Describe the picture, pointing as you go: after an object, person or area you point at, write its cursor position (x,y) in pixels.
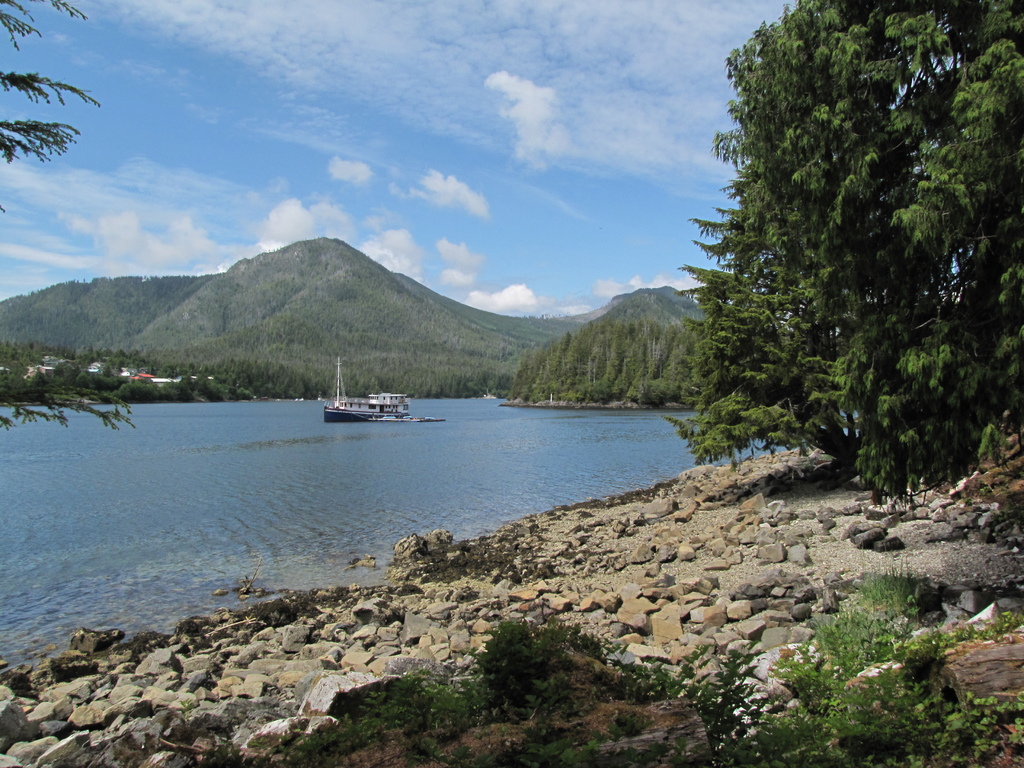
We can see plants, stones (752,621), trees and ship (354,412) above the water (331,444). In the background (527,381) we can see trees (628,393), hills (328,294) and sky (374,241) with clouds (135,237).
